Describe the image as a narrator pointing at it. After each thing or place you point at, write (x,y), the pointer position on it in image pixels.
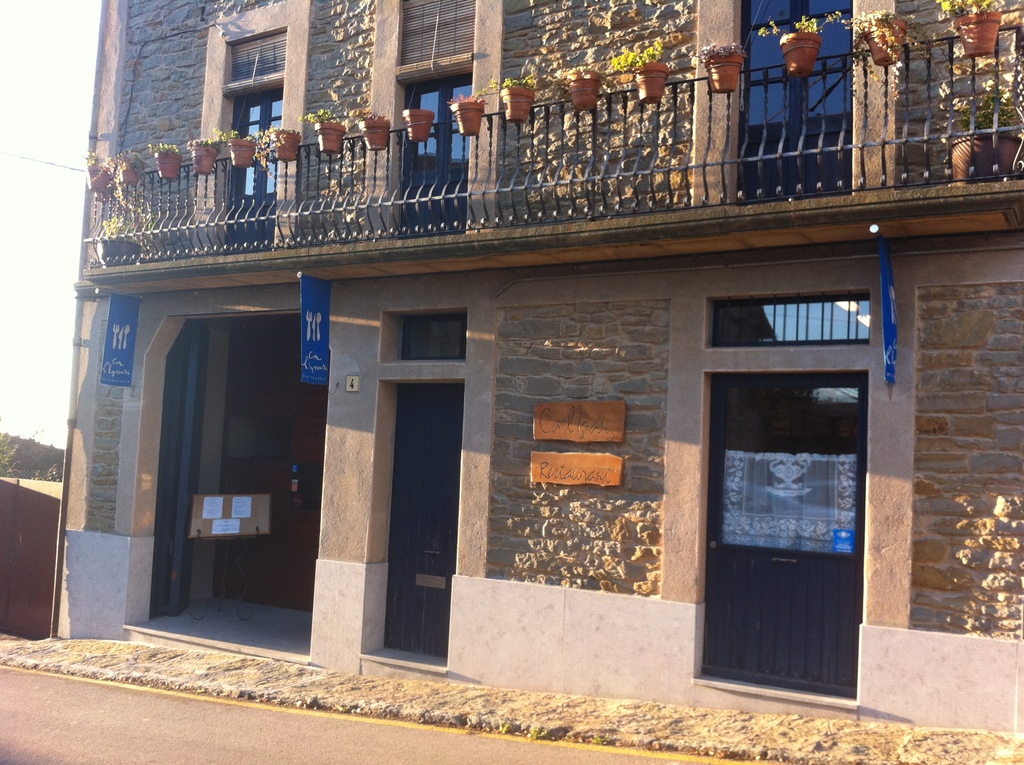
in this picture we can see a building (592,600) here, here we can see two boards (594,423), there are some plants (423,126) where, we can see railing (628,143) here, there is a glass window (432,141) here, there is the sky (15,227) at the left top of the picture (28,69).
